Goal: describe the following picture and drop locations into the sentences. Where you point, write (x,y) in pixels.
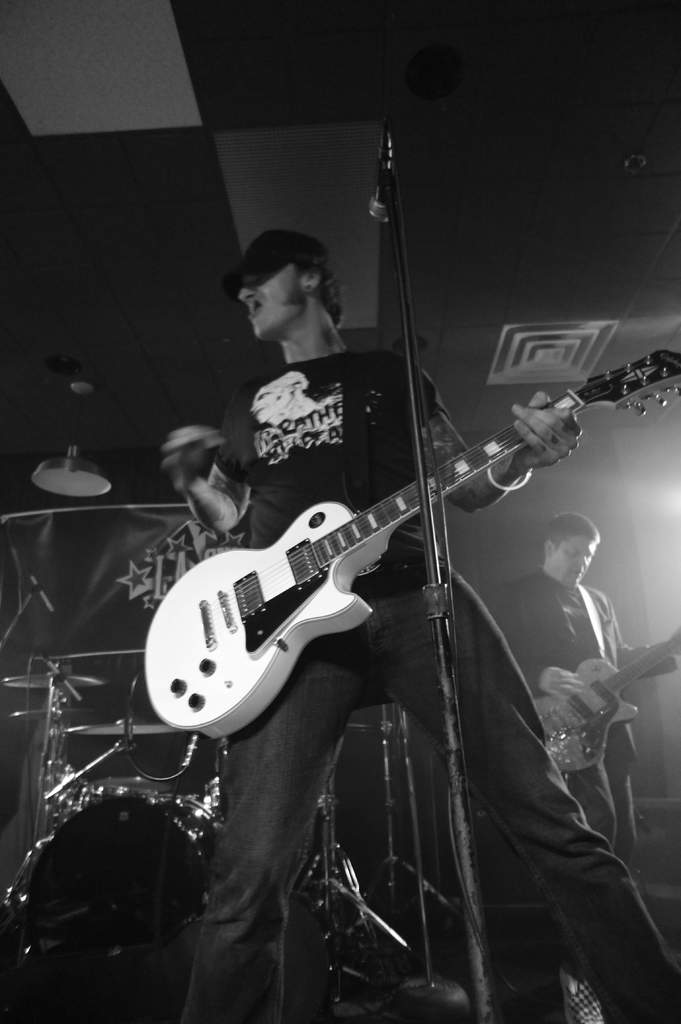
In the middle of the image (401,398) a man (252,980) is standing and playing guitar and singing. Bottom right side of the image (592,739) a man (515,631) is playing guitar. Bottom left side of the image (134,792) there are few drums (94,721). Top of the image (230,67) there is a roof (422,36). In the middle of the image (412,348) there is a microphone (381,187).
